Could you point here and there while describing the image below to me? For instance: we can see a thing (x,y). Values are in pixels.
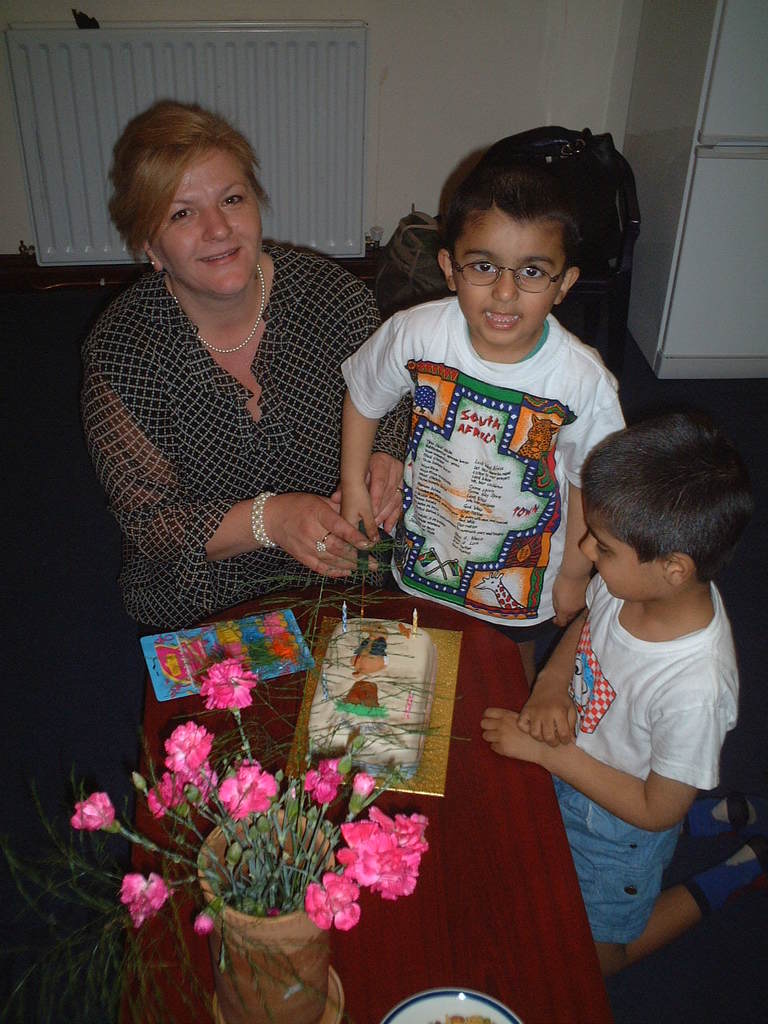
In this image we can see three persons (470,503) near the table (533,892), two of them are holding a knife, there is a cake (401,679), flower vase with flowers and few objects (207,648) on the table (366,593), there is an object (697,240) looks like a cupboard (696,225) and few objects (607,211) beside the cupboard (701,329) and a white colored object (213,27) to the wall (450,67).
